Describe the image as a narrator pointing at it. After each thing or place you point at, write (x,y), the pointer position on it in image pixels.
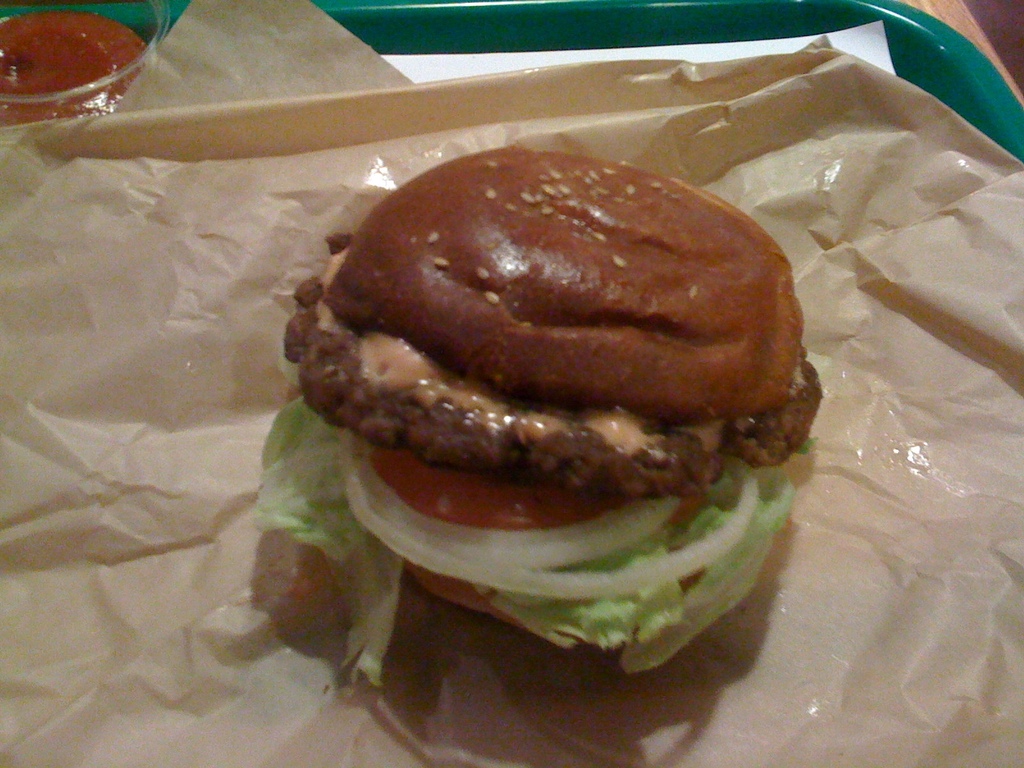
In this picture I can see there is a burger (547,604) and it has some onions (544,536), tomatoes (495,514), cabbage (624,623), it has few sesame seeds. It is placed on a wrapper (383,154) and a tray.
